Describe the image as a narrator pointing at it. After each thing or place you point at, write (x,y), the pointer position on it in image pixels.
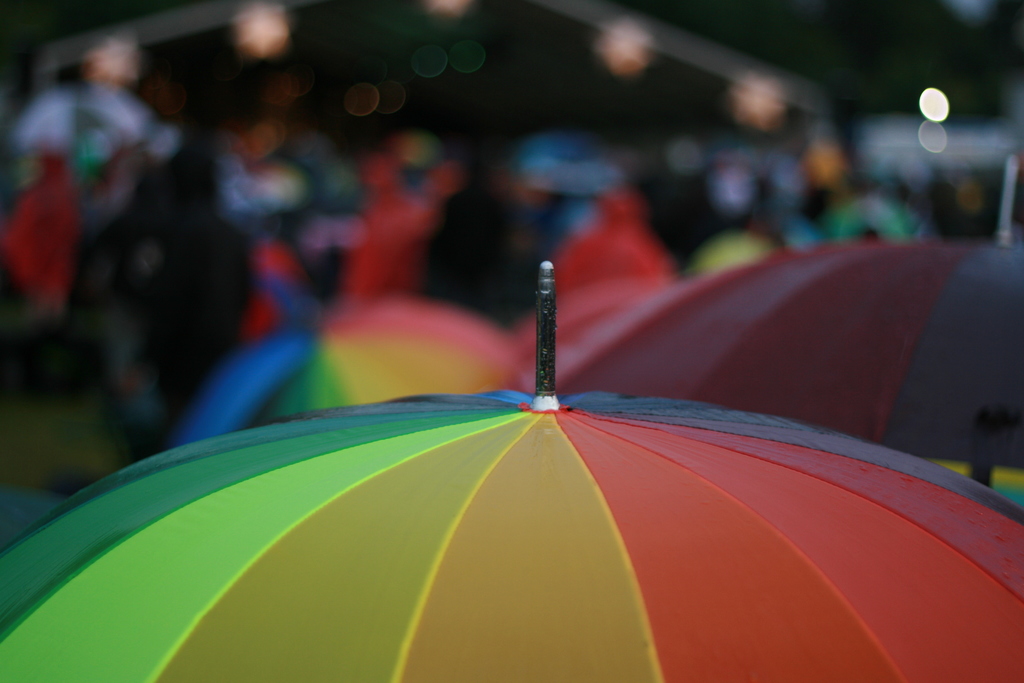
In this picture we can see few umbrellas (643,392) and blurry background (510,164).
